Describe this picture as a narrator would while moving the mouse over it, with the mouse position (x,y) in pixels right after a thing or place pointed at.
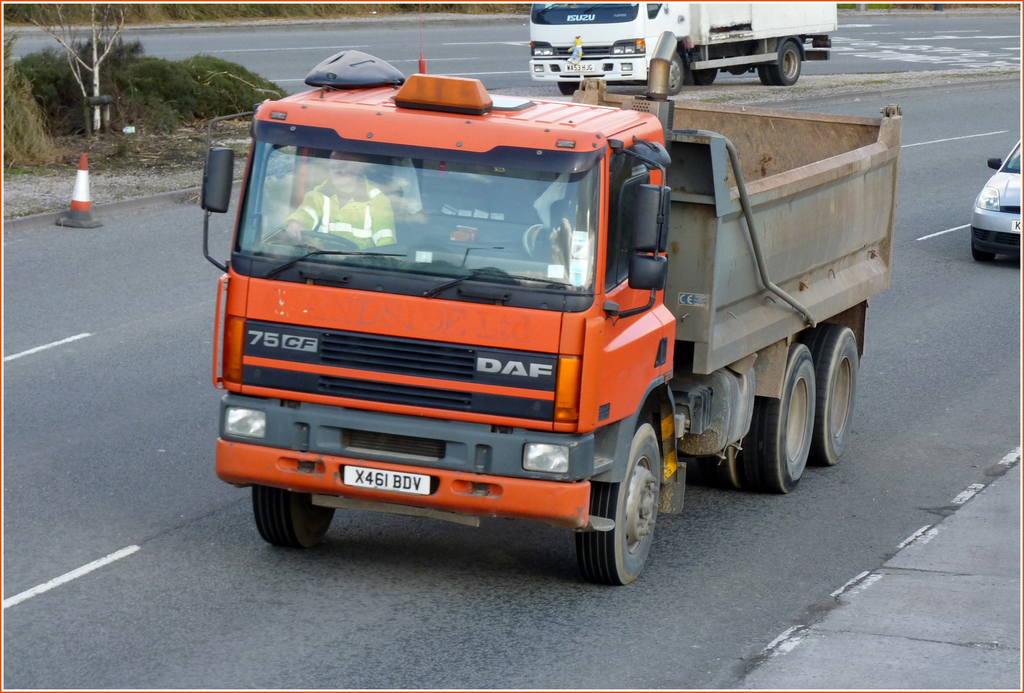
There are vehicles (728,451) on the road (827,488) and this is a traffic cone (75,224). Here we can see a person (384,223) inside the vehicle (376,246) and there are plants (125,103).
